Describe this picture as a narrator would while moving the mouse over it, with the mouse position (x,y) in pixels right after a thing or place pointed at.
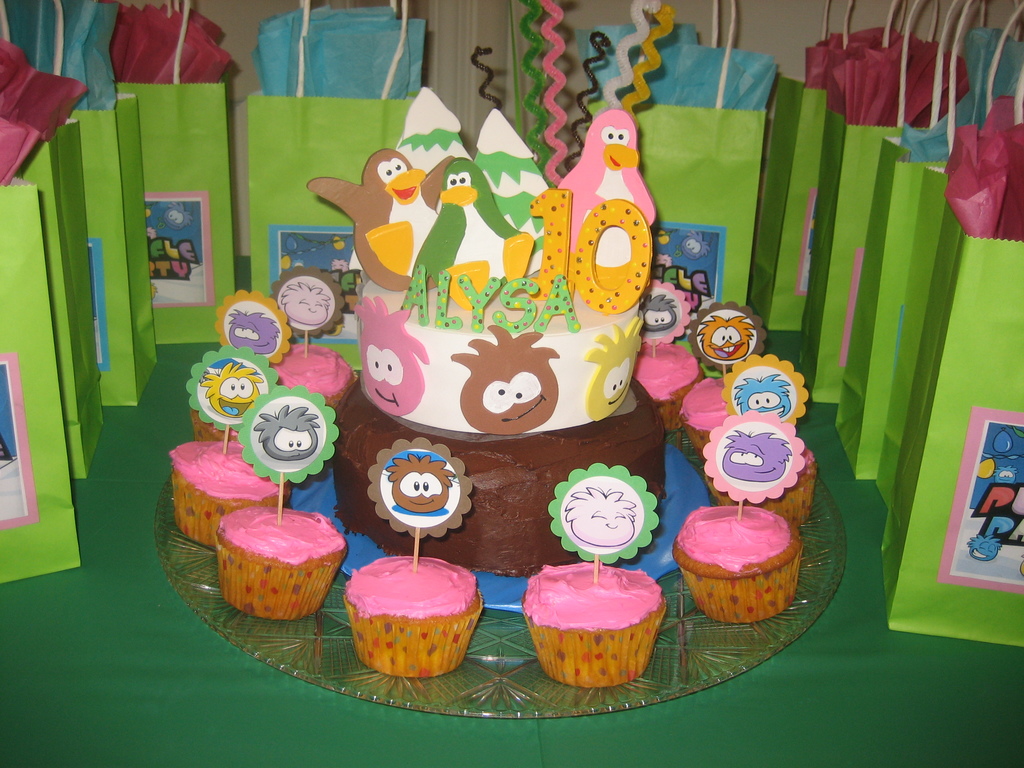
In the center of the image (604,344) we can see a cake (573,382) with text (551,295) and numbers (599,278). In the foreground (407,627) we can see some cupcakes (361,590) with some pictures (278,411) on sticks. In the background (11,174), we can see group of bags (102,122) with papers (707,98) placed on the surface (148,518).
